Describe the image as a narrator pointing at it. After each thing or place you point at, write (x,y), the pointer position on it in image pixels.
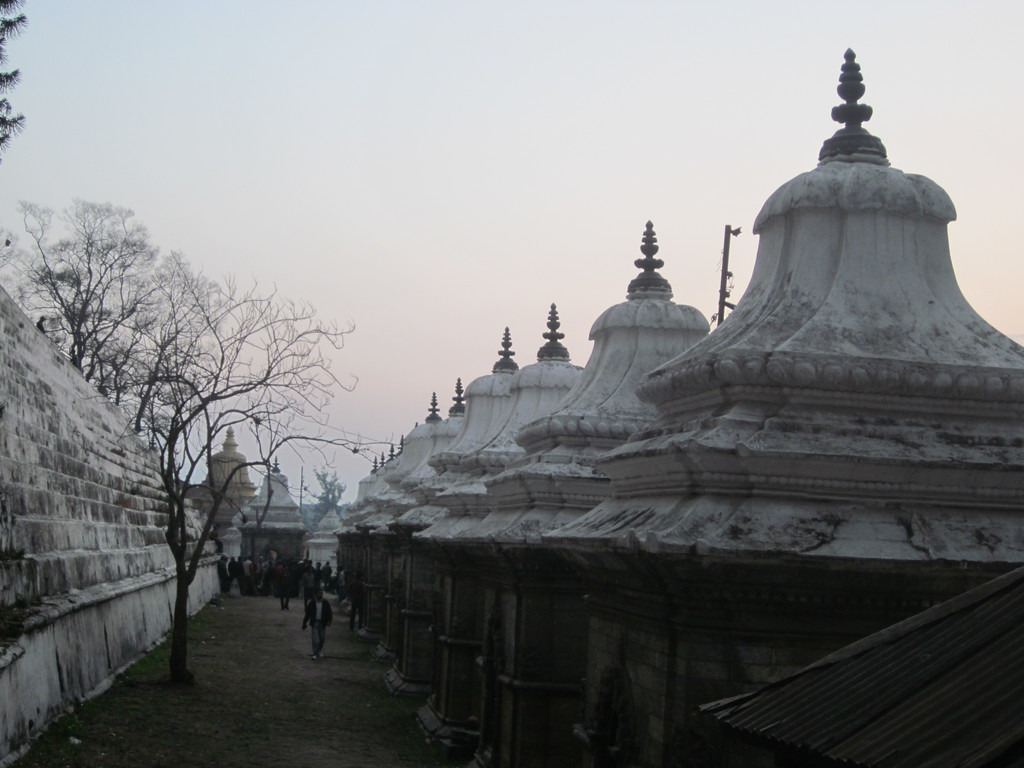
In this image we can see buildings (518,478), persons (291,575) walking on the ground (243,705), trees (137,349) and sky (266,142).
